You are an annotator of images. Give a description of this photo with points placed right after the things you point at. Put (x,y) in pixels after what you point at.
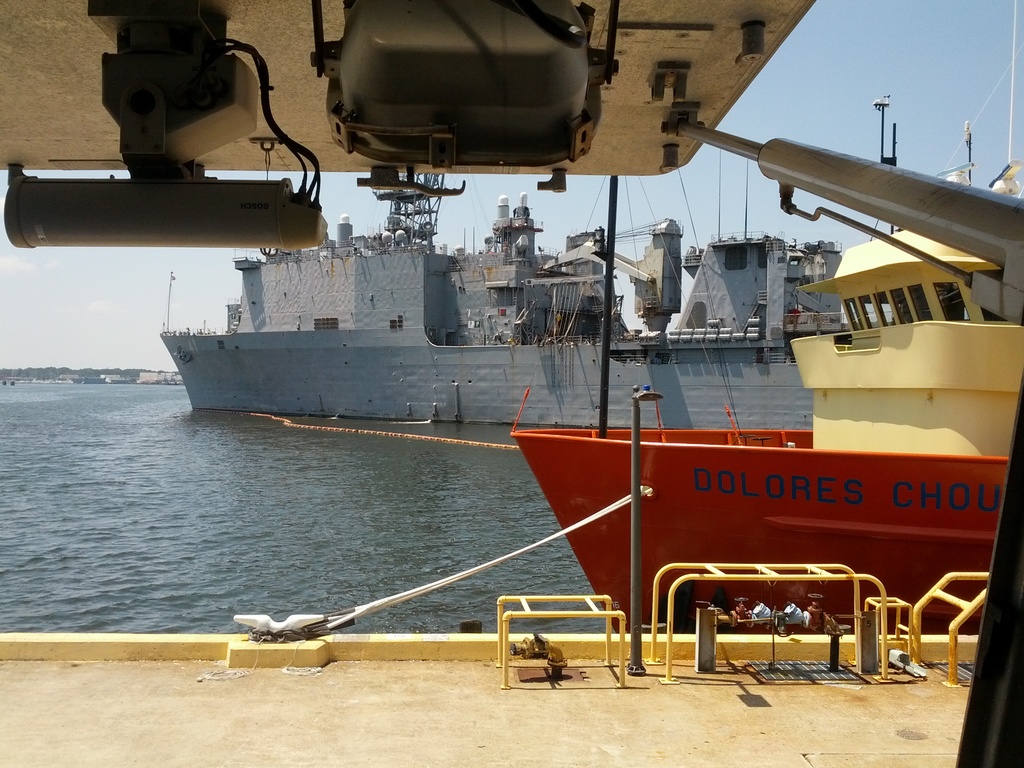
At the bottom (575,697), we see the pavement (380,690). We see the poles (609,647) and the iron rods (654,632) in yellow color. On the right side (996,398), we see a ship (846,438) in yellow and red color. In the middle (549,415), we see the ship (421,272) sailing on the water (476,465). In the middle (446,453), we see water (311,533) and this water (220,528) might be in the river (210,465). There are trees (27,374), buildings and the poles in the background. At the top (490,50), we see the sky (839,119) and a metal object (638,103).
